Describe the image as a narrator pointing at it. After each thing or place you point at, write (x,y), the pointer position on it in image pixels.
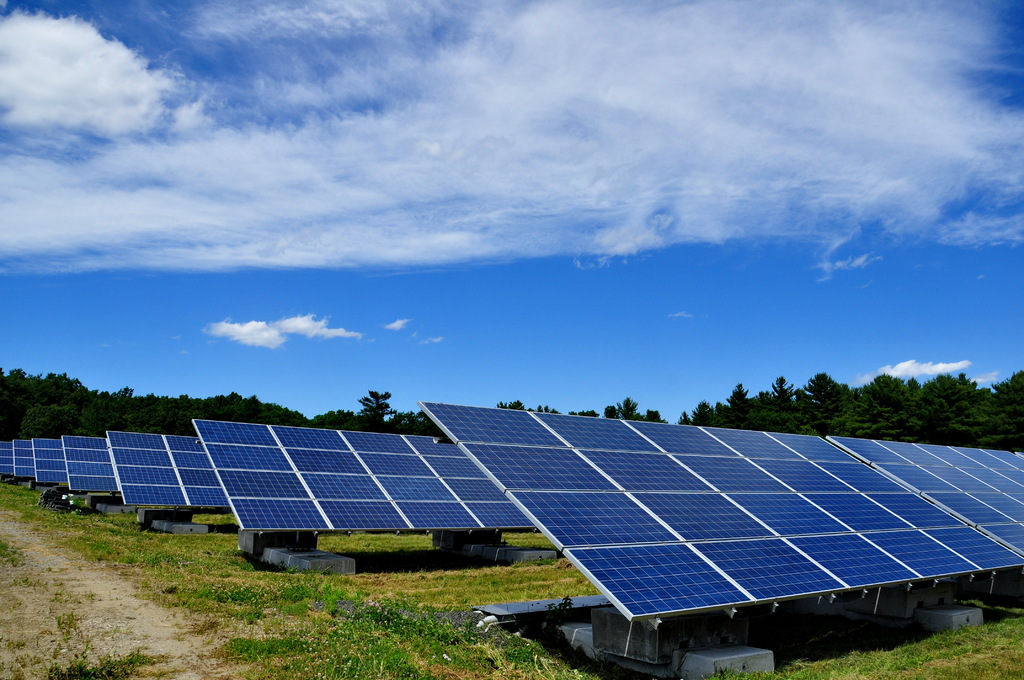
In this image there are some boards like objects (372,528), and at the bottom (424,632) there is grass (192,598) and walkway (75,646). And in the background (924,416) there are trees (915,424), at the top (373,120) there is sky (753,185).
